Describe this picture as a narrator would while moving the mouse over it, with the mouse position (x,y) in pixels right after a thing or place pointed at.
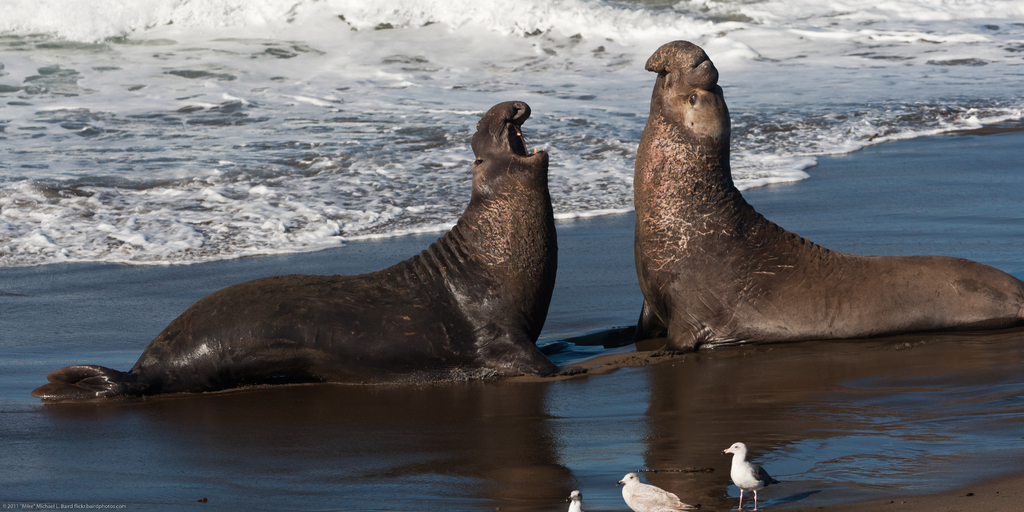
In the center of the image (508,281) we can see two seals (512,306), which are in brown color. At the bottom of the image (724,455), we can see three birds (748,461), which are in white color. In the bottom left side of the image (97,505), we can see some text (97,505). In the background (266,87) we can see water (498,96).
